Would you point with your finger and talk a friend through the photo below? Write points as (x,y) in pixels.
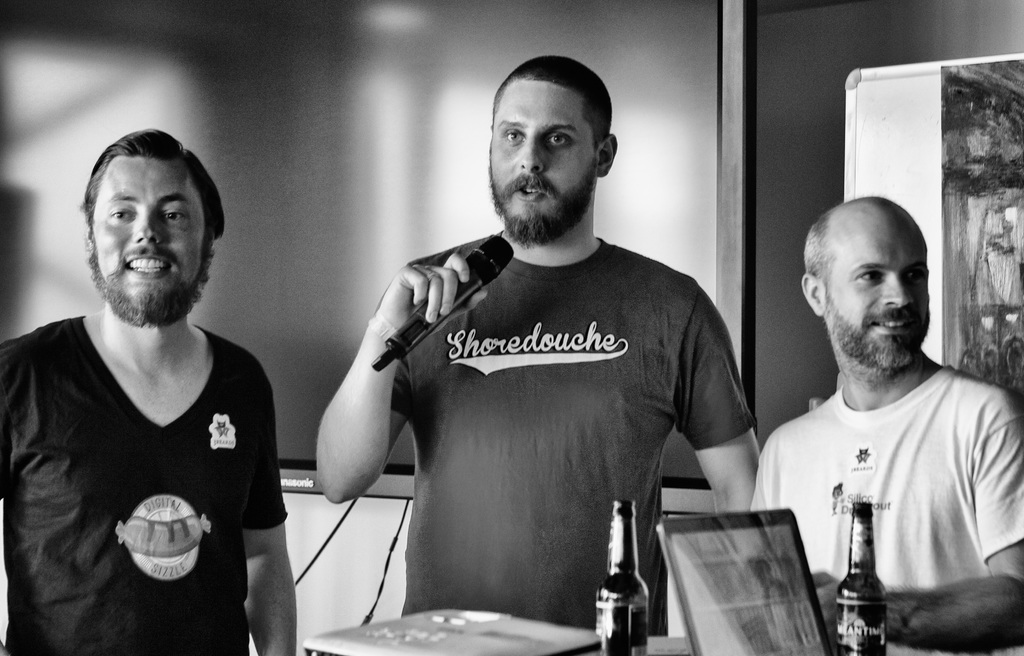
In this picture there is a man (529,74) in the center of the image (444,284), by holding a mic (481,266) in his hand (434,309) and there are other people (829,456) on the right (776,454) and left side of the image (263,424), there is a table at the bottom side of the image (697,647), on which there are laptops (773,619) and bottles (856,655), there is a board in the background area of the image (971,120).
